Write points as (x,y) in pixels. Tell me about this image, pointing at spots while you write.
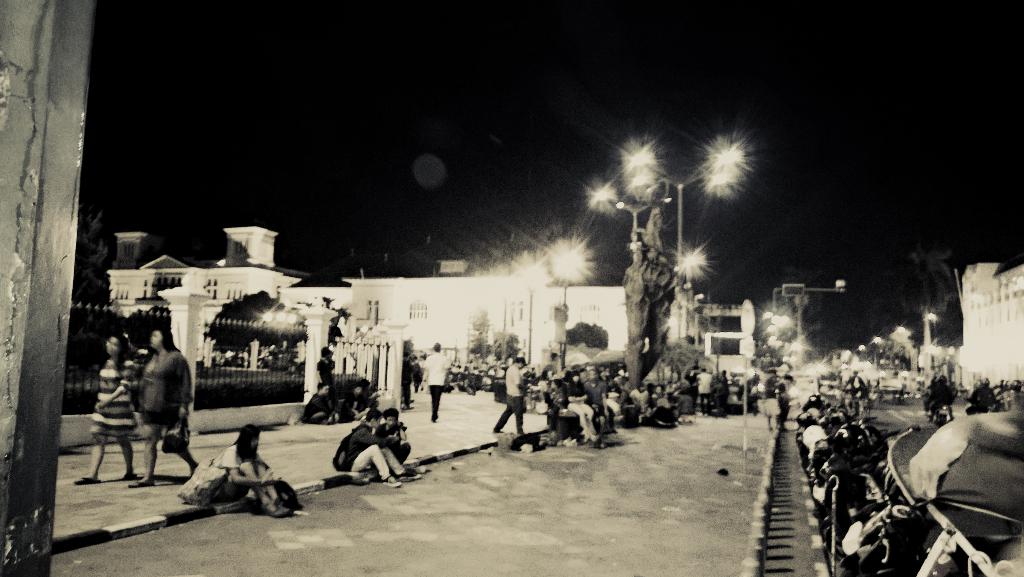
In this image we can see a few people (402,460) sitting on the side of the road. Here we can see two women (156,398) walking on the walkway (115,456) and they are on the left side (139,456). Here we can see the metal fence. Here we can see the motorcycles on the road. Here we can see the building (594,297). Here we can see the light poles (685,256) on the side of the road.
